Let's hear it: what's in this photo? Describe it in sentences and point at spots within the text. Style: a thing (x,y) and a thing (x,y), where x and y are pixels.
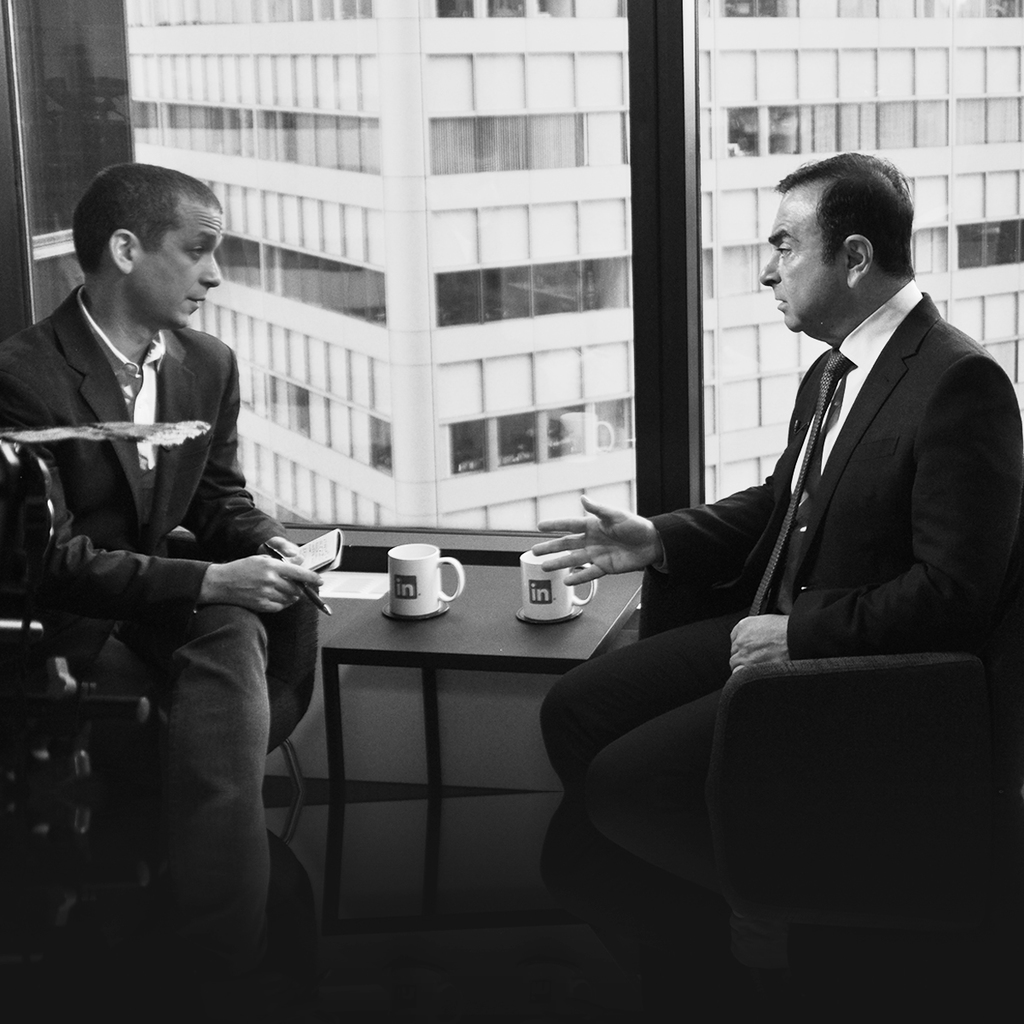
In this picture I can observe two men (185,404) sitting on the chairs (778,729). In the middle of the picture (420,596) I can observe two cups (441,598) on the table (453,643). In the background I can observe building (375,214). This is a black and white image.
